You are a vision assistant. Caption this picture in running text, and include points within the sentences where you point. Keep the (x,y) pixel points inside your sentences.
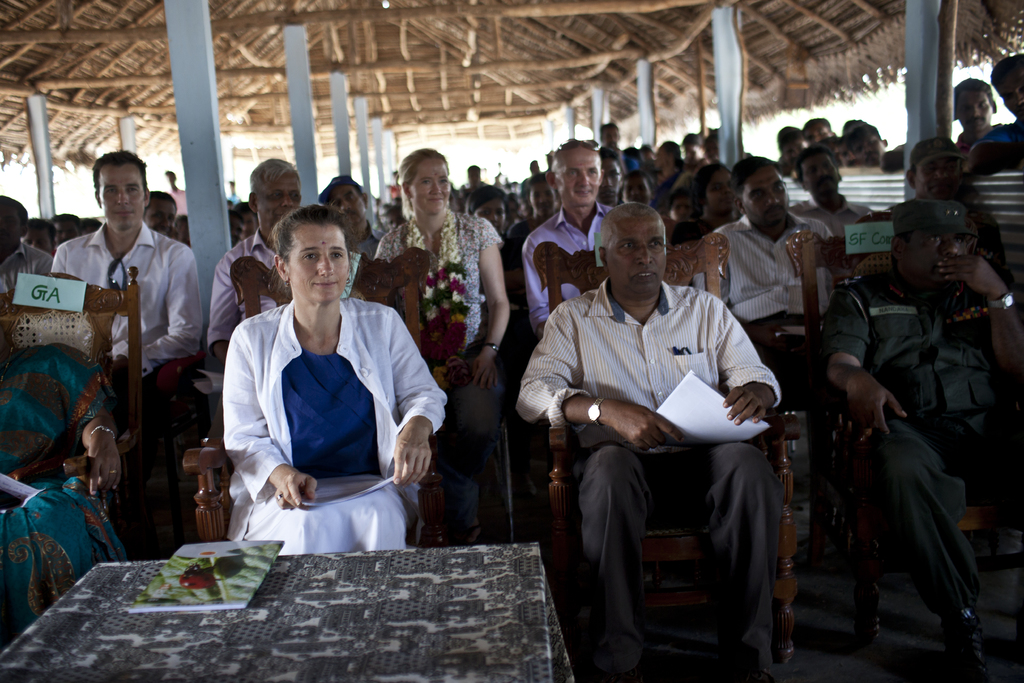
In this image there is a book (182,580) on the table (140,678), there are group of people (937,553) sitting on the chairs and holding the books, iron sheet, a thatched roof (459,18) with pillars (203,41).
